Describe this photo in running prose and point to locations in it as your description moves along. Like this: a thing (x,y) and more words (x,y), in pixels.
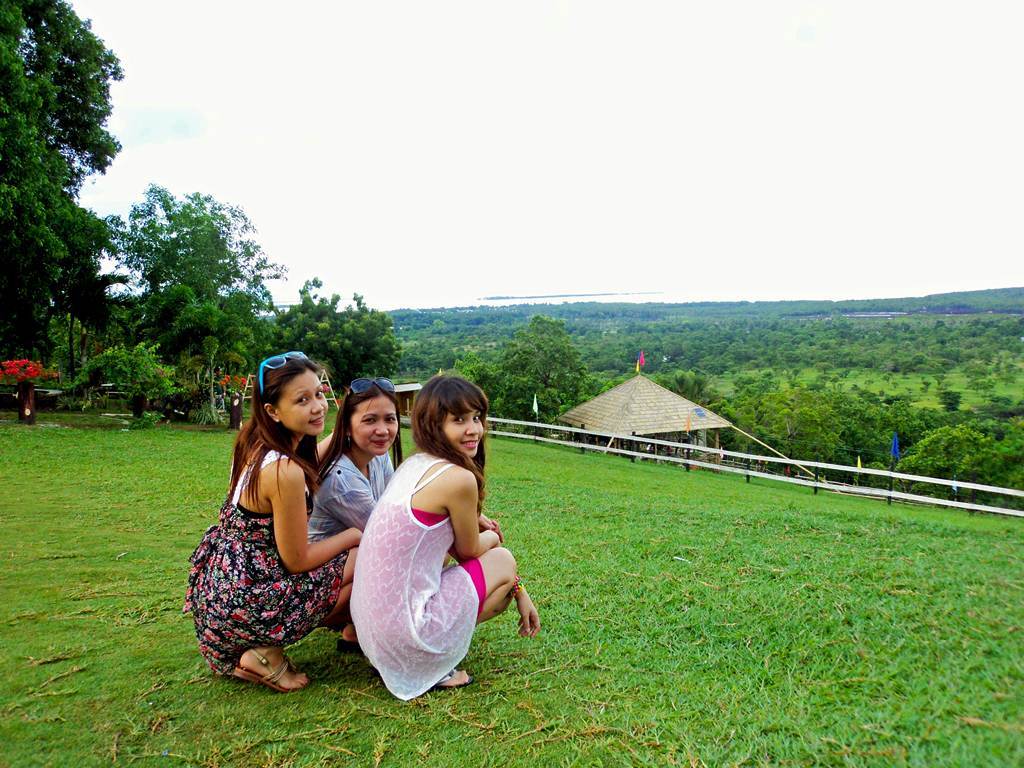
Land (604,579) is covered with grass (747,616). These three people (364,571) are in squat position. Background (215,335) there are trees (258,354) and hut (663,426). This is fence (808,476).
